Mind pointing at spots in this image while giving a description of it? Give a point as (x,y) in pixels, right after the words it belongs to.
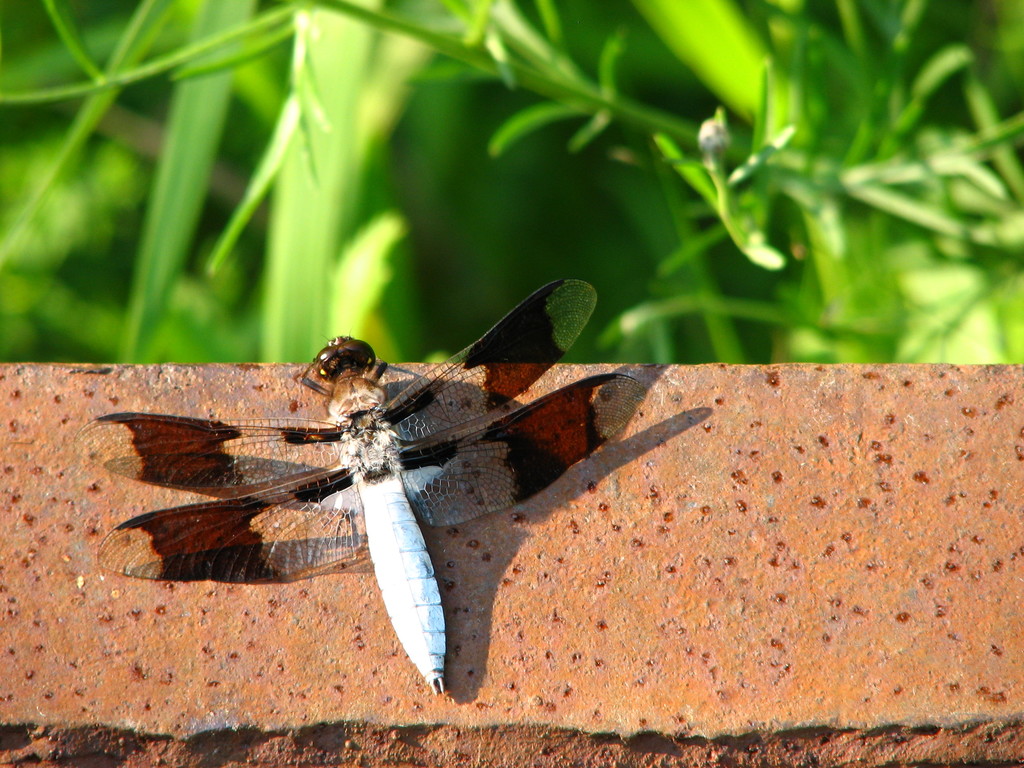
In this image we can see a dragonfly (351,540) on an object (458,606) looks like a wall (314,397). At the top (370,212) we can see the plants (335,171).
